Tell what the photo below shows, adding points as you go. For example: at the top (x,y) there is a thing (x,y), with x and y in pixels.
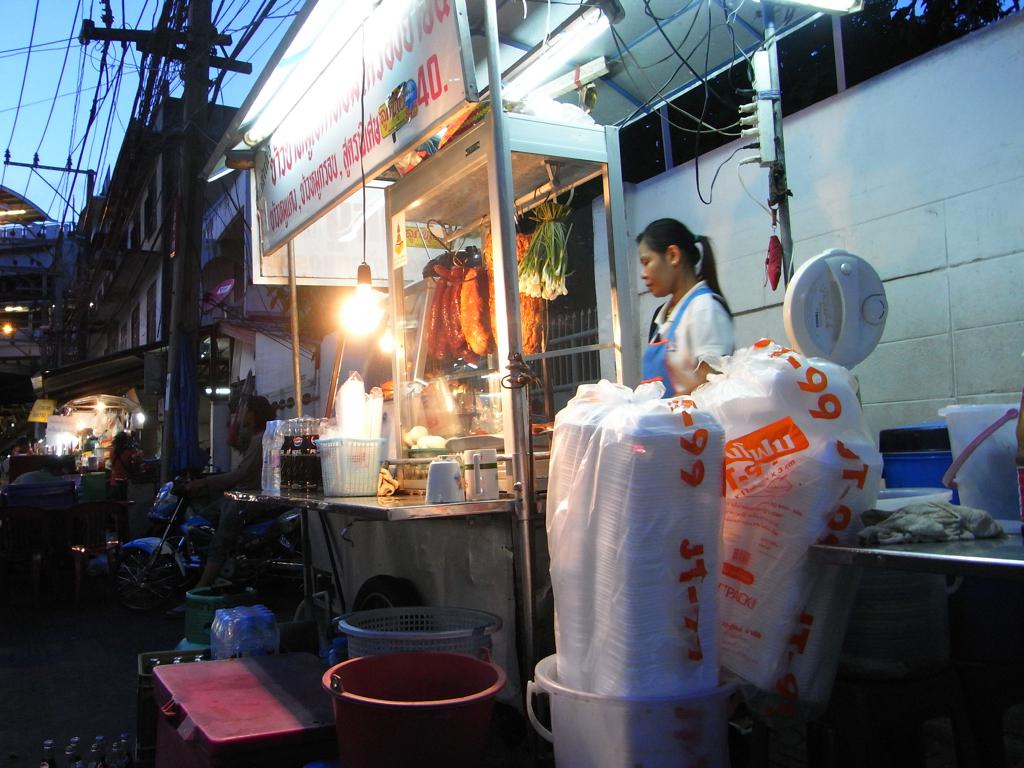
In the center of the image (658,336) there is a person (669,304) standing at the store (467,581). On the store (475,379) we can see vegetables (547,273), drinks (313,444), basket (343,450), cups (445,471), covers (360,379) and light (364,309). On the right side of the image (1005,446) we can see dustbins (937,462), bucket (990,451) and covers (625,659). On the left side (185,118) we can see current poles (201,108), wires (95,156), persons (114,448) and vehicle (156,514).
